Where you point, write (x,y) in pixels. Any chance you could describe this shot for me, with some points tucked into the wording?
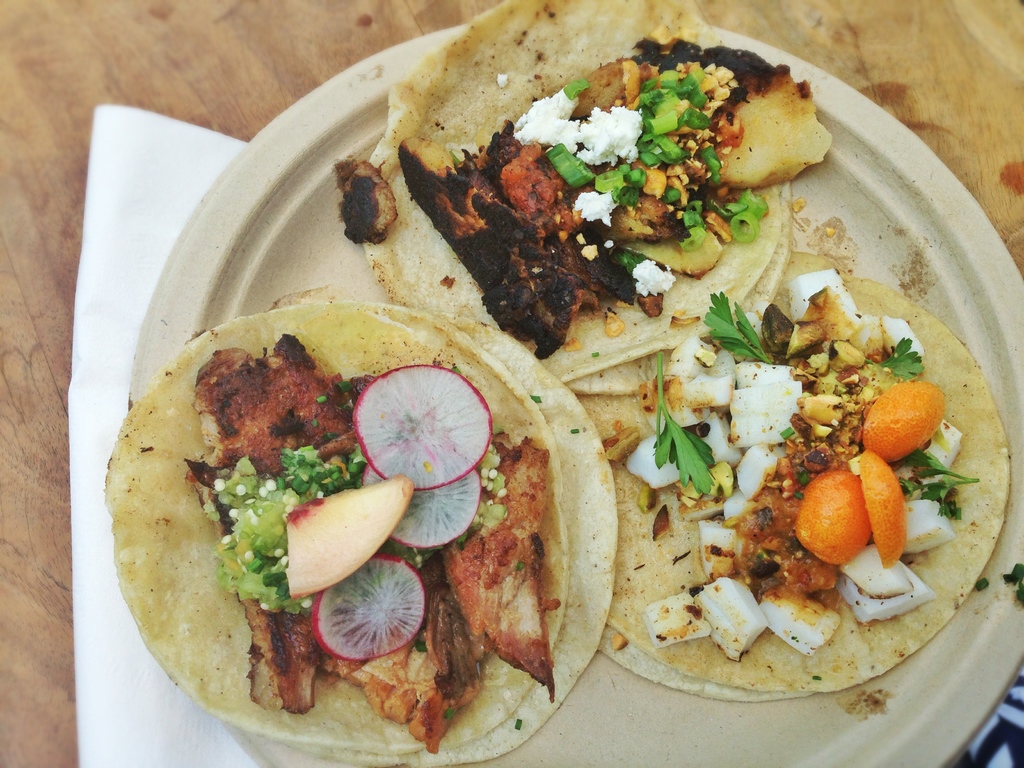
In this image there is a food item (526,430) placed on a plate (965,291), beside the plate (928,735) there is a tissue (73,419).
